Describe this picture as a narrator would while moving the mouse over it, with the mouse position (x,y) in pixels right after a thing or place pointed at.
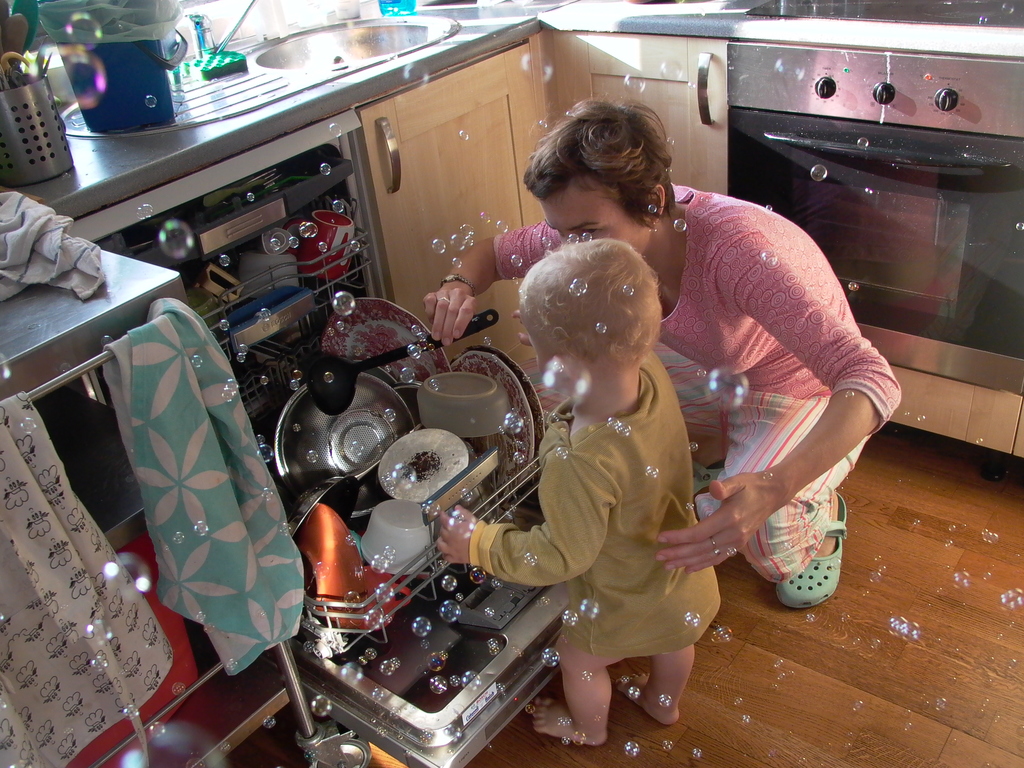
In the center of the image (541,283) we can see kid (633,484) and women (724,291) on the floor (741,576). On the left side of the image (5,199) we can see utensils (372,601), bowls (311,430), jars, spatulas (418,349), napkin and towels (72,597). On the right side of the image (854,156) we can see stove (969,118) and oven (733,62). In the background (350,44) we can see sink (420,45), tap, countertop (170,147) and cupboards (506,107).
